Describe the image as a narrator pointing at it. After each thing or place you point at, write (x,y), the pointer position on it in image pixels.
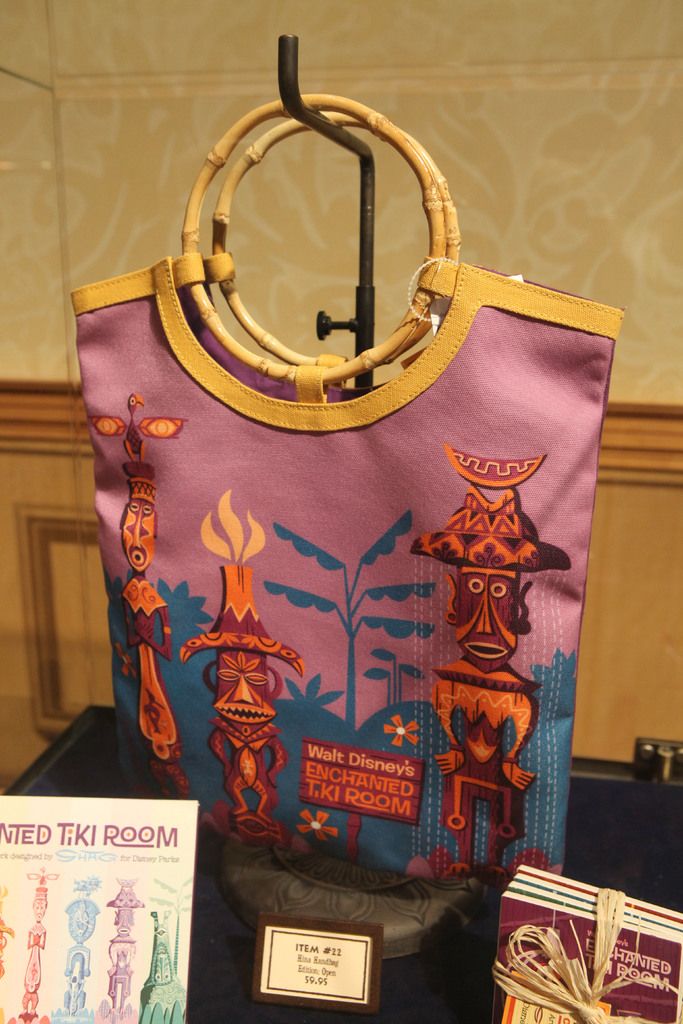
This is a colorful cloth handbag (357,497) with a wooden handle (232,298). This bag (311,364) is hanging to the hanger (343,129). this looks like a card (119,924), name board (342,951), and books (530,947) placed on the table (644,841). Background (606,219) looks like a wooden texture wall (58,228).
